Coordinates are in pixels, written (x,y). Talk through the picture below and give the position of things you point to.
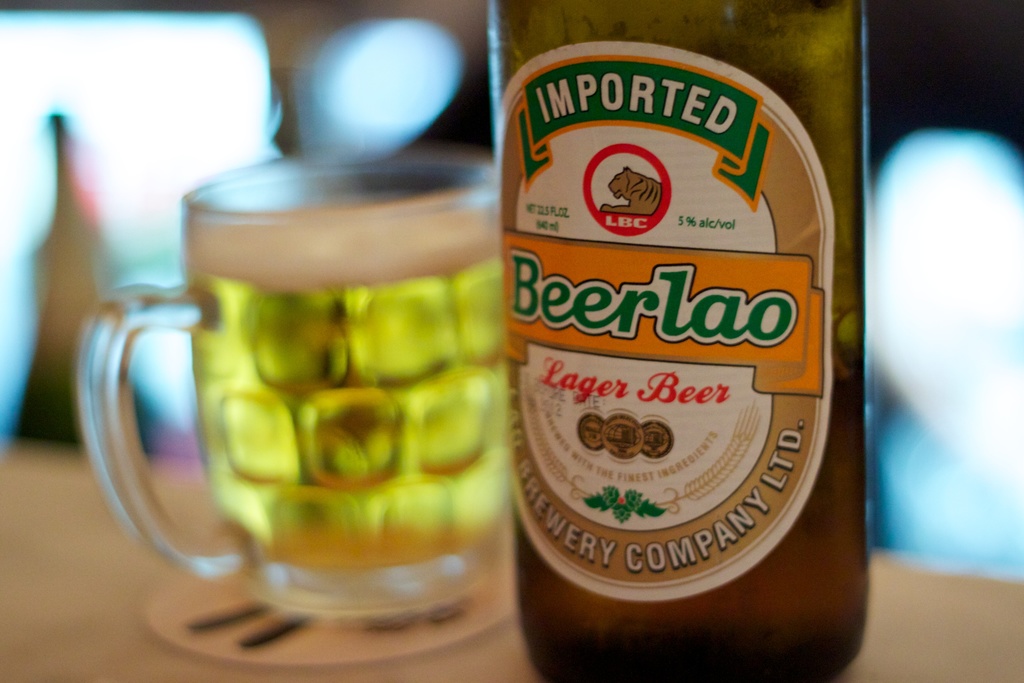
In the image, there is a bottle (690,415), it looks like a beer bottle (697,453) to the left side (224,412) there is a mug (382,410) and a drink (387,398) is filled in it, both of them are placed on a table (59,526).
